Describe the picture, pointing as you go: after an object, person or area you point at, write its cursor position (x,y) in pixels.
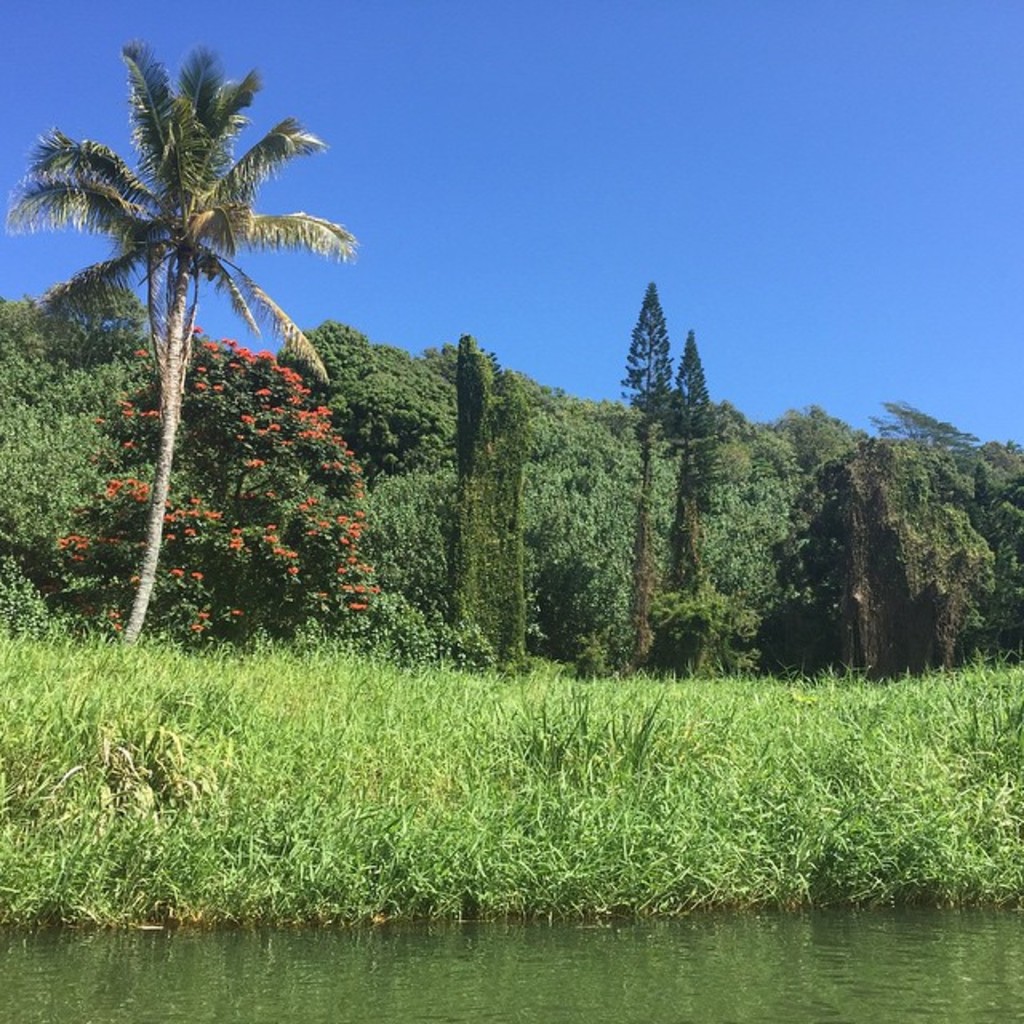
In the image we can see grass (391,754), water (873,990), plant (443,611), tree (467,466) and a sky (475,115).
